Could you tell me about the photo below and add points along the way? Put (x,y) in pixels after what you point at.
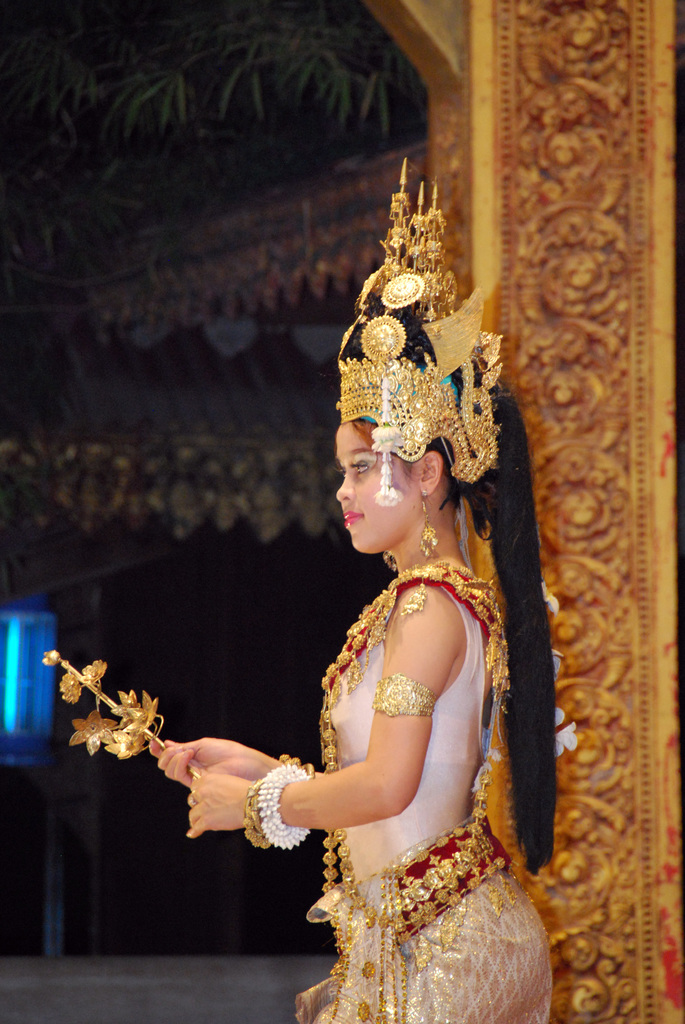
In this image a woman (464,840) is standing she wore ornaments (473,840) and white color dress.
